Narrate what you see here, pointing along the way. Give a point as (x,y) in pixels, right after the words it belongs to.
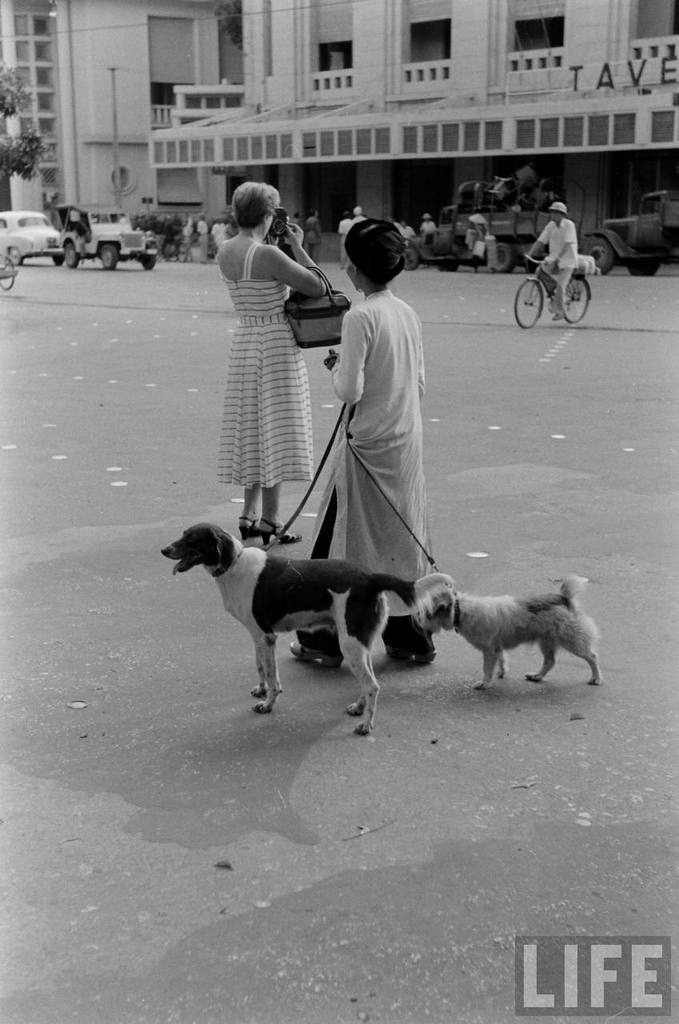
In the image we can see there are people (344,413) who are standing on the road (461,425) and there is a person (389,450) who is holding dogs (342,591) on the road (589,317) and there is a man (555,292) who is riding a bicycle (533,303) and behind there is a building (407,50) and the cars (135,256) are standing on the road (141,270) and it's a black and white picture.
